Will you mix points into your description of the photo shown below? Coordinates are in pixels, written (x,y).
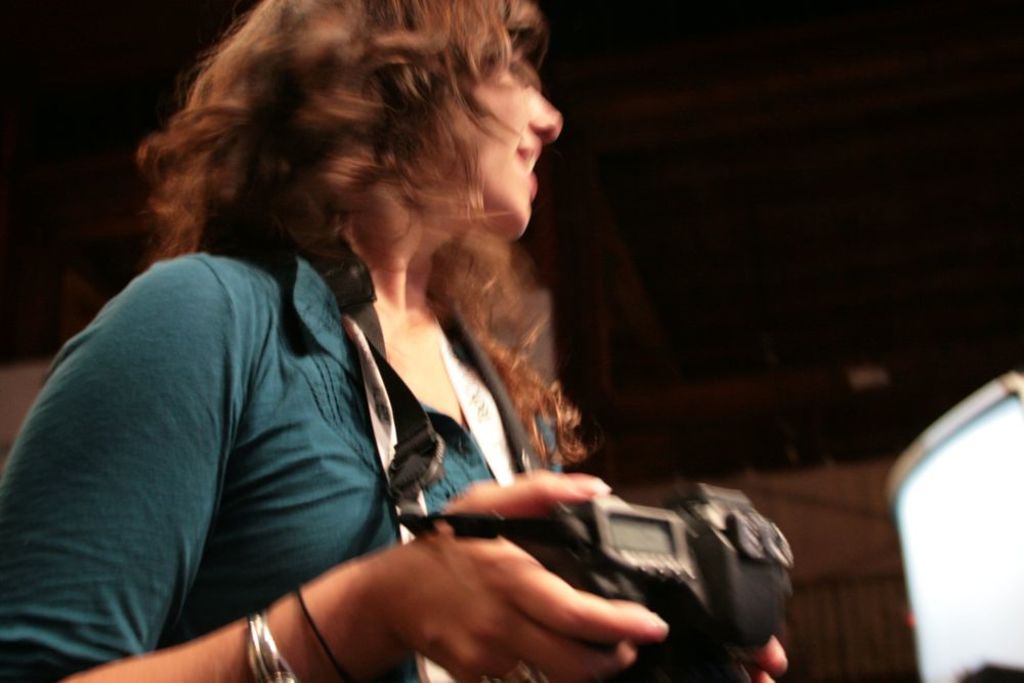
A lady (209,393) wearing a blue dress (275,475) is holding a camera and smiling.
